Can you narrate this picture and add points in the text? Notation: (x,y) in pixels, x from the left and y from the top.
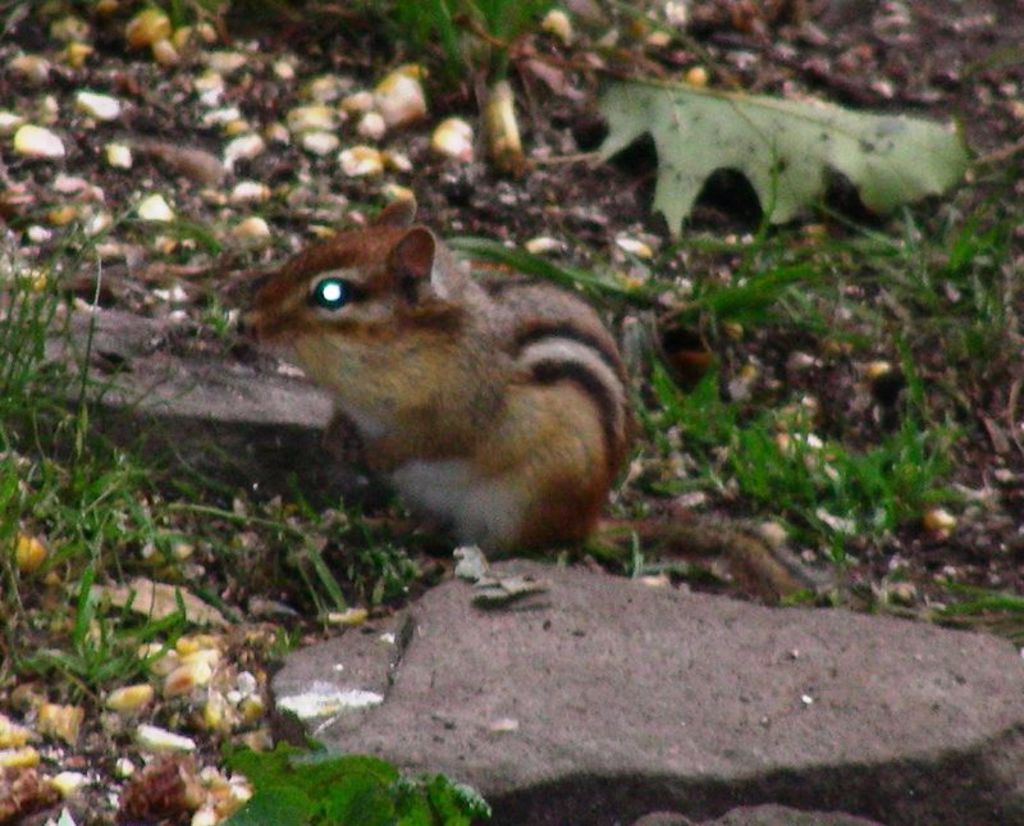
In this picture we can see a brown color squirrel (342,425) sitting on the ground (201,553). In the front (599,668) we can see stone (599,699) on the ground (646,71). Behind there are some green leaves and grass (810,309).
